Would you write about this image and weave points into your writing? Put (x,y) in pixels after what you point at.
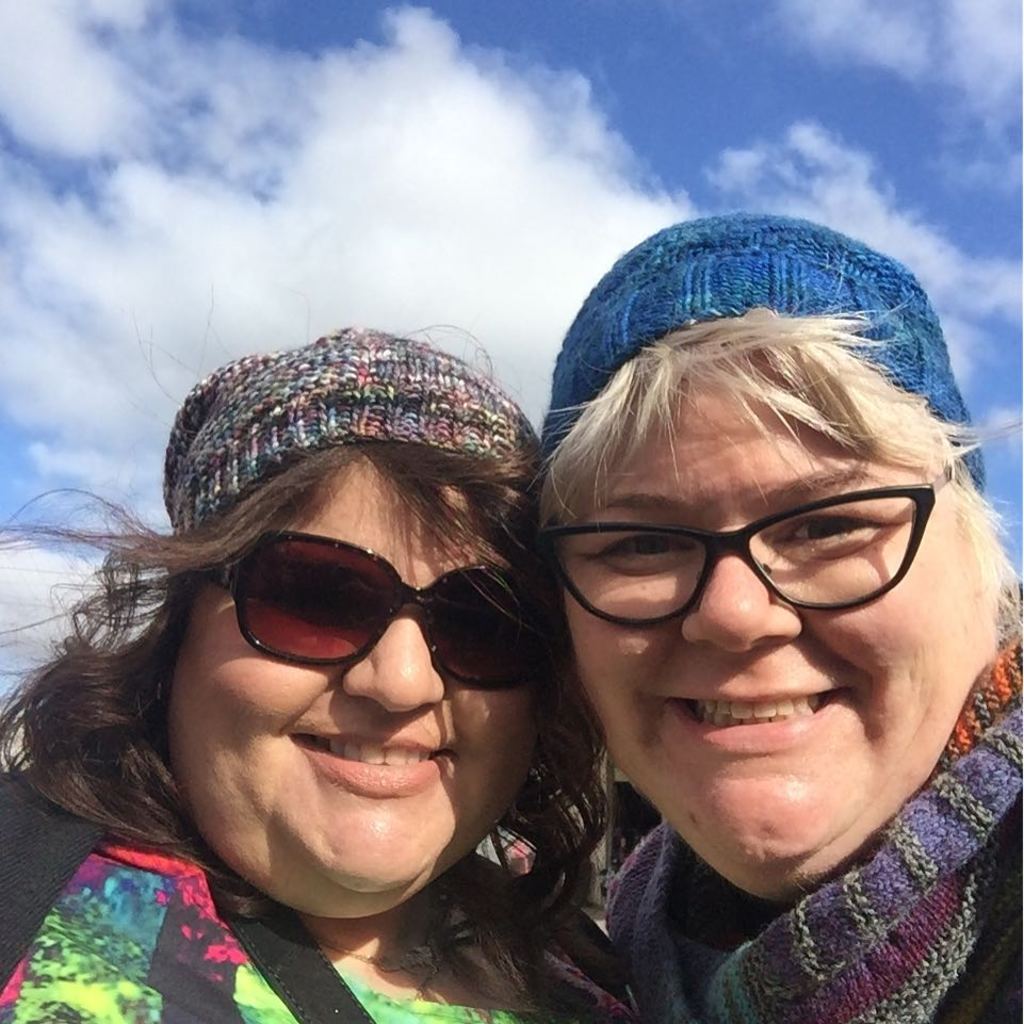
In this image we can see two women (558,591) wearing glasses (485,620) holding each other. On the backside (496,163) we can see the sky (451,231) which looks cloudy.
